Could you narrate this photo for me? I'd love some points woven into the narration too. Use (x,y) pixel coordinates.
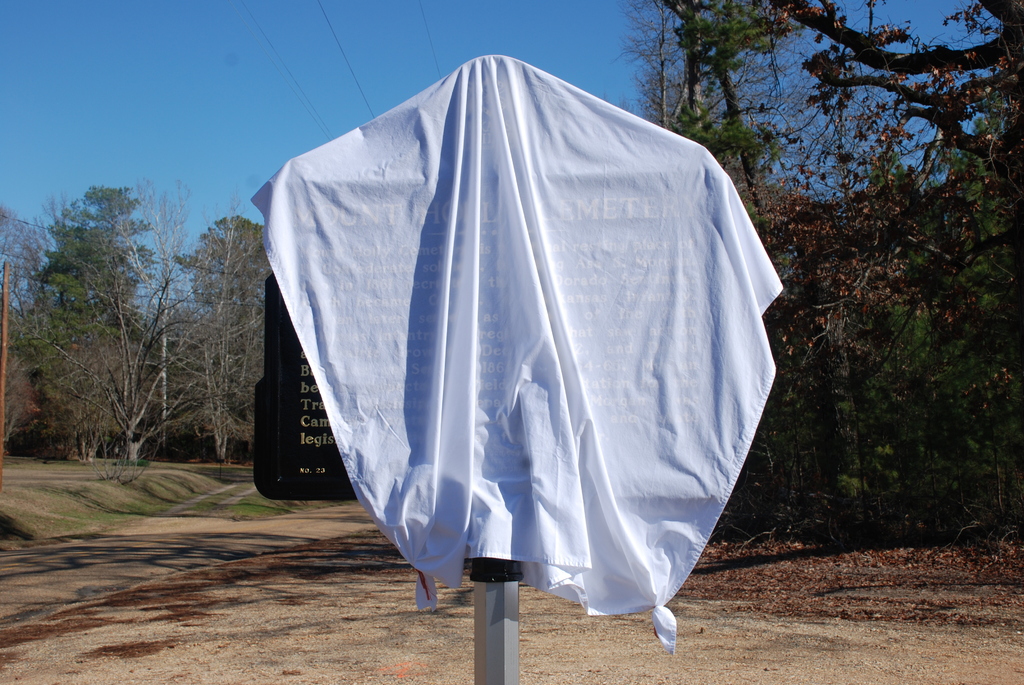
In this image I can see a pole (486,650) in the front (497,672) and on it I can see a black colour board (519,238). I can also see something is written on the board (333,232) and I can see a white colour cloth (319,306) on the board (455,156). In the background (718,580) I can see an open ground (787,555), number of trees (43,360), number of wires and the sky (325,90). I can also see shadows (460,597) on the ground (374,540).
